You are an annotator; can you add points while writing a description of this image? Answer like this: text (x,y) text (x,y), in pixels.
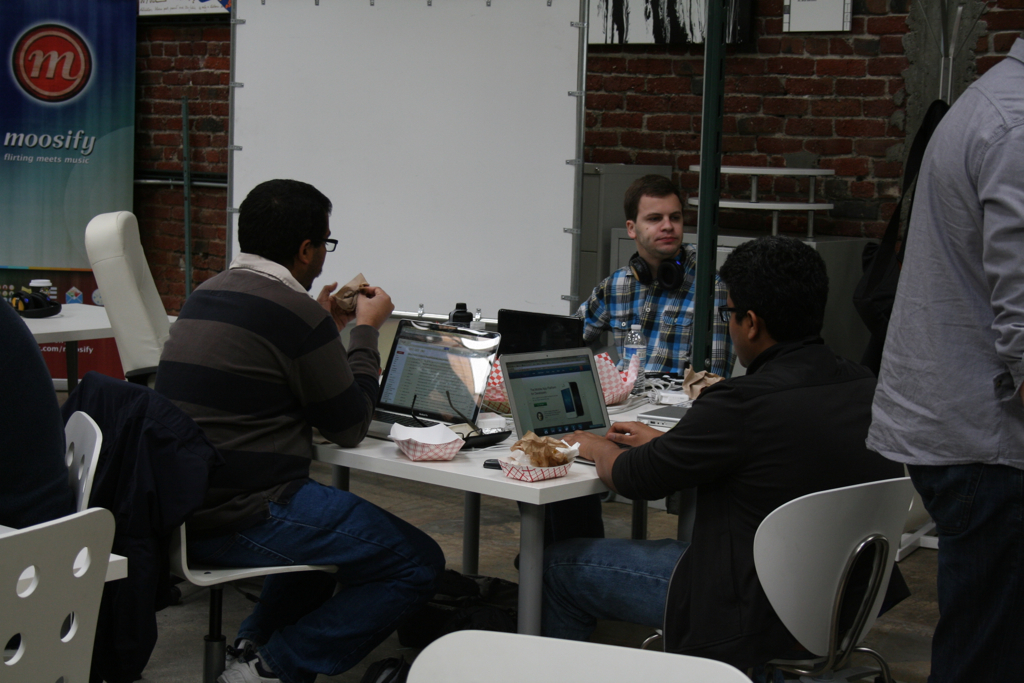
In this image there are group of persons (745,444) sitting on a chair (799,541) and standing. The person (763,413) at the center (654,434) sitting on a chair (768,548) is doing some work on the laptop (560,432) which is on the table (483,467). On the table (467,456) there are laptops (534,339), papers (415,446). In the background (454,104) there is a white board (538,106), red colour bricks (666,113), pole (717,100), banner (97,131), table (74,320). At the right side (970,162) the person (975,233) is standing.
